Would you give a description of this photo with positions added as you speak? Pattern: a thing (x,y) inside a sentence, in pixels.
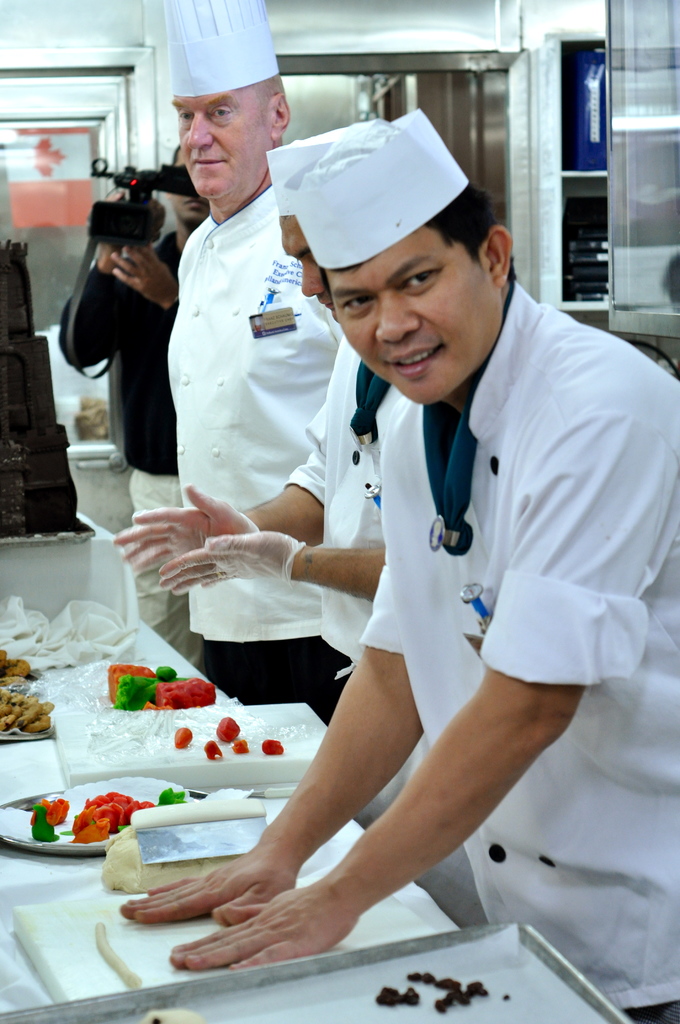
In this picture I can see 3 men (241,186) standing in front (388,265) and I see that they're wearing white color dress (345,344) and hats (396,198). I can see a table (157,665) in front of them, on which there are few food items (247,745). In the background (168,436) I can see a person (131,274) standing and holding a camera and I can also see the wall (506,30). On the left top corner of this picture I can see a flag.
